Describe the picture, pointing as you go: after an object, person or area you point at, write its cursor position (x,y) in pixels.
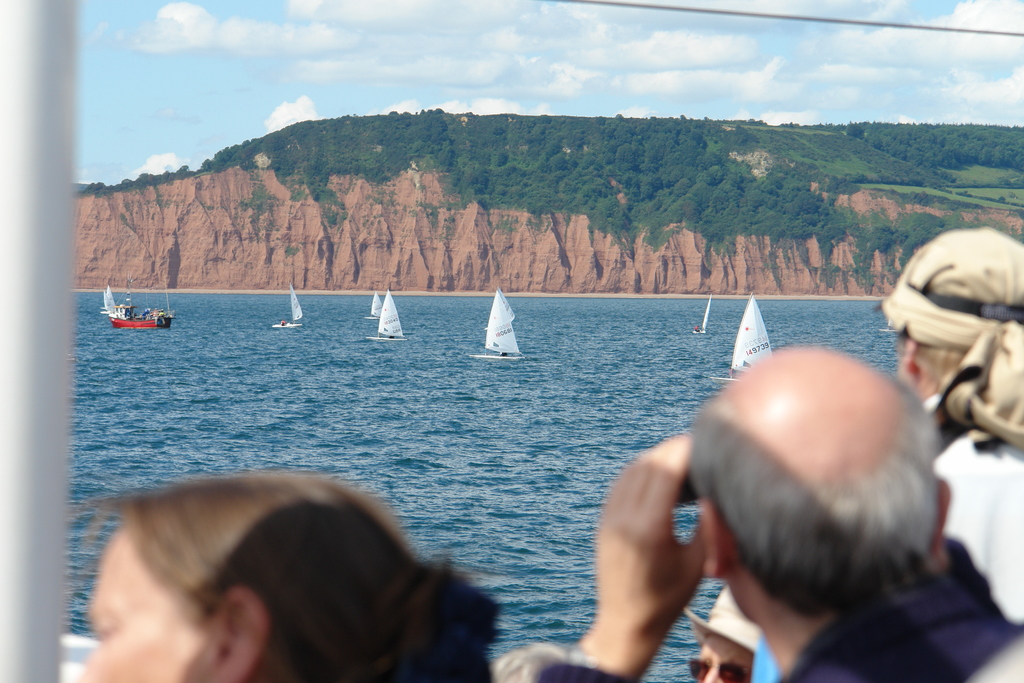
In this image at the bottom (852,538) there are four persons (775,539) who are standing, and in the center (488,418) there is a sea (456,430) in the sea (624,384) there are some boats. And in the background (413,189) there are some mountains (577,216) and trees (324,195). On the top of the image (342,38) there is sky (835,83), and on the left side (44,468) there is one pole (49,395).
